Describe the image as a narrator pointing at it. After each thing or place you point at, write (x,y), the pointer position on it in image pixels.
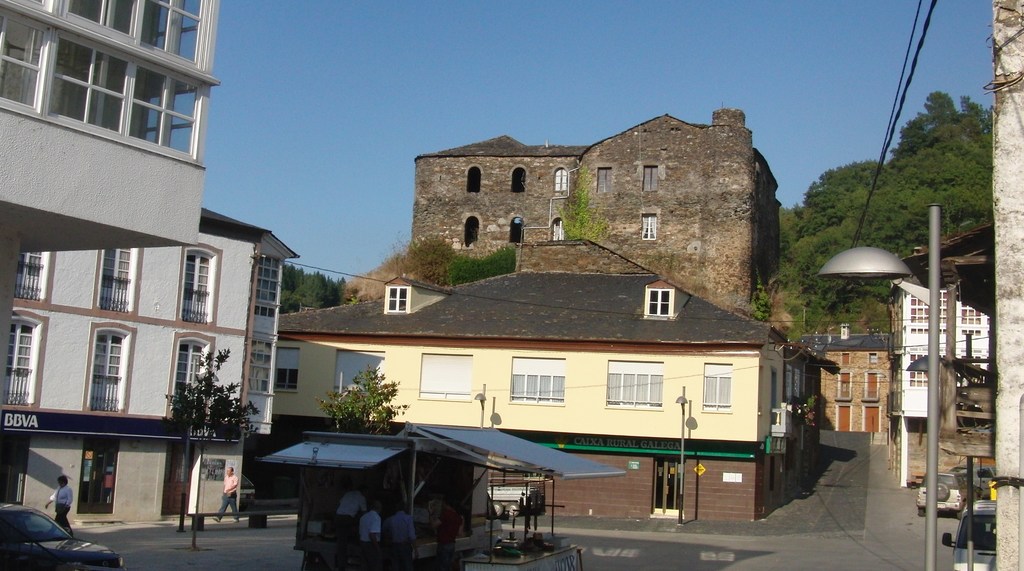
This image is taken outdoors. At the bottom of the image (820,539) there is a road (205,549). On the left (112,483) and right sides of the image there are a few buildings (188,353) with walls (234,319), windows (129,307) and doors (104,480) and a few cars (943,484) are parked on the road (909,519) and there is a street light (914,371). In the background (409,246) there are many trees (832,242) and plants (863,287) and there is a building (491,237). At the top of the image (412,172) there is a sky (819,83). In the middle of the image (540,281) there is a house (740,400) and a stall (333,463). On the left side of the image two men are walking on the road (220,522) and there is an empty bench (260,515).
